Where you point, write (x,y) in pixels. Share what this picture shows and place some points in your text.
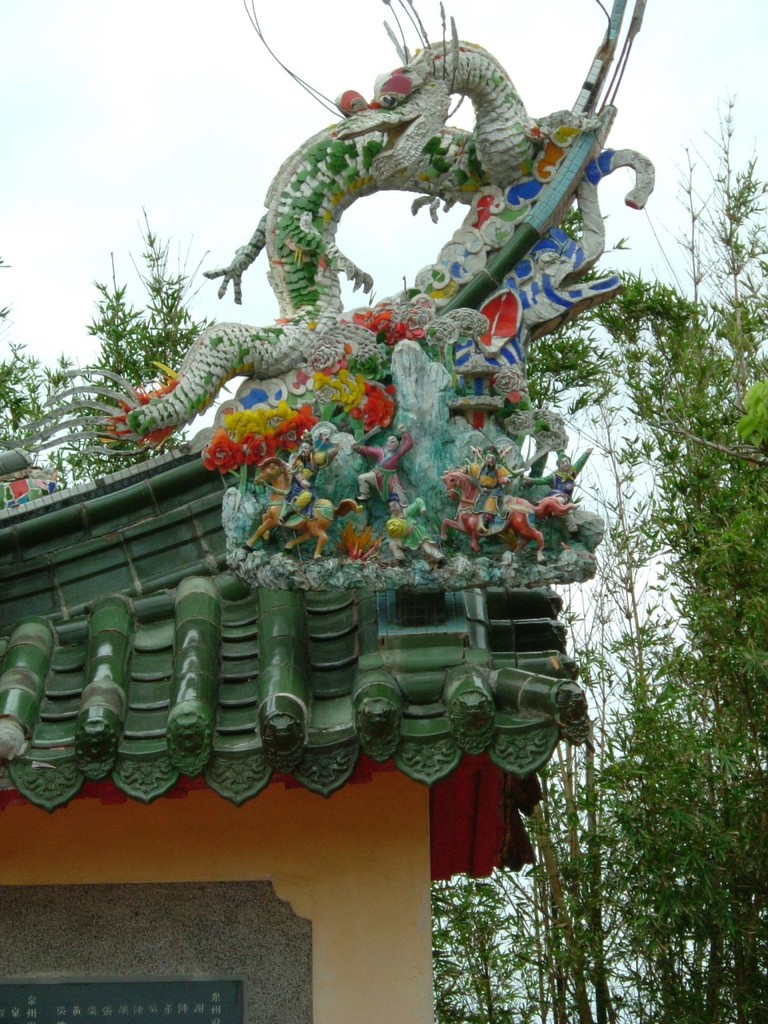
In this image, we can see a sculpture (305,272) on the roof (208,519). There are some trees (640,710) on the right side of the image (647,814). In the background of the image (149,116), there is a sky (206,72).
